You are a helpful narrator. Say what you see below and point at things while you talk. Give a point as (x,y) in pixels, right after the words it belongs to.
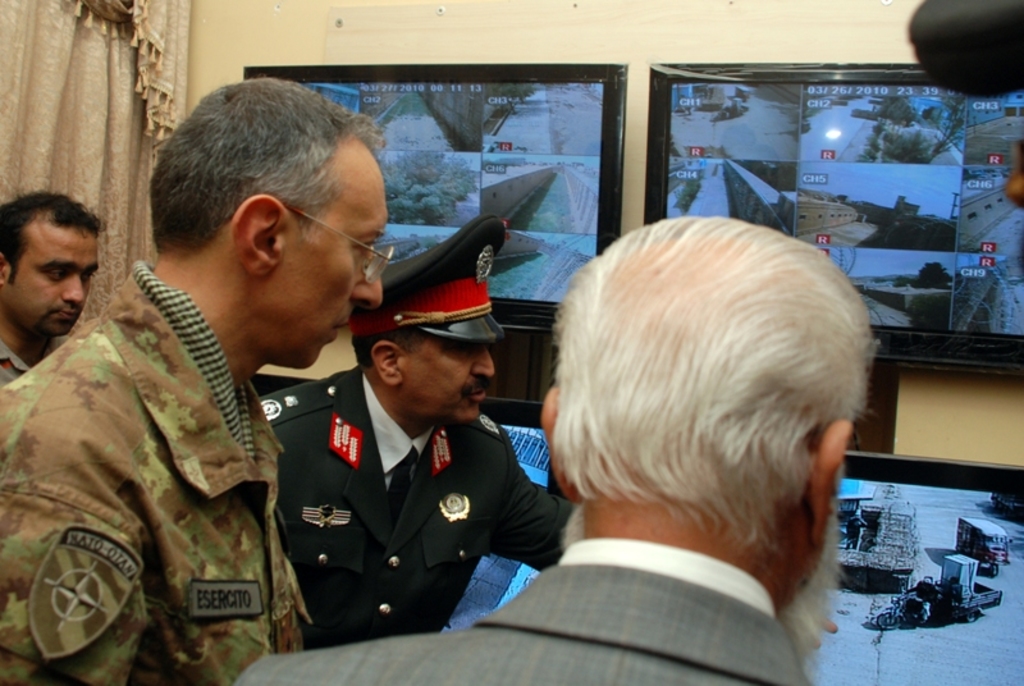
There are people (305,296) and we can see televisions (518,201), wall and curtain (121,41).
